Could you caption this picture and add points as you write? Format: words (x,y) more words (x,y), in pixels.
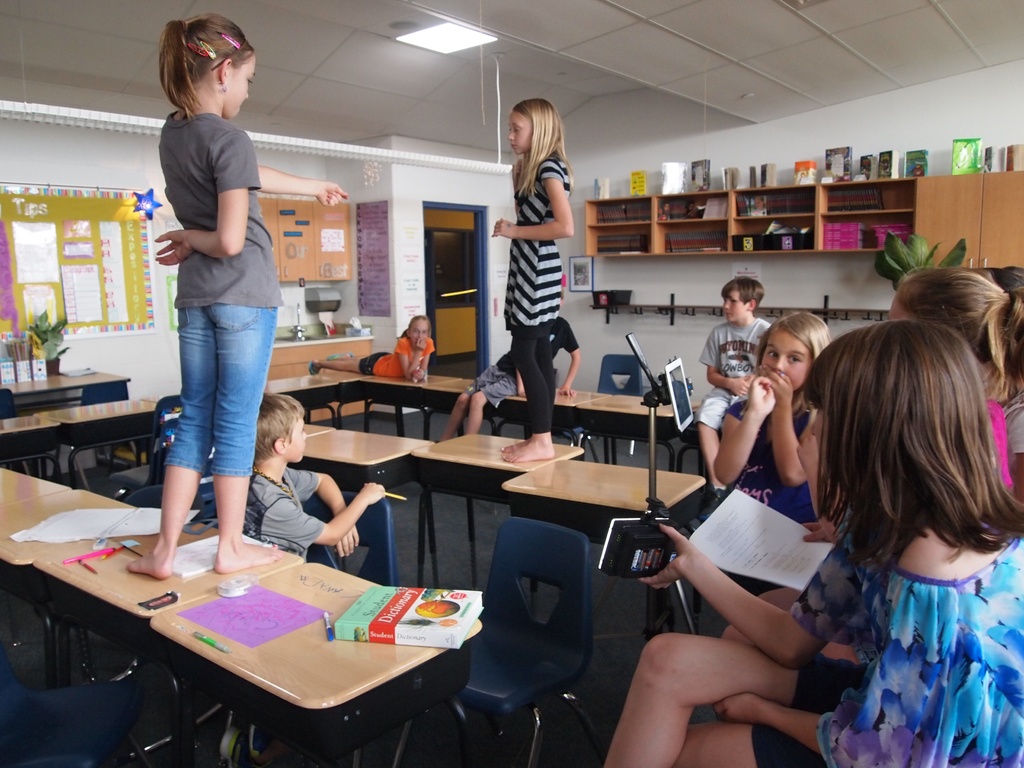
In this picture there are some tables (286,653) which are in yellow color on that tables (82,570) there are some books (347,639), There are some kids (860,518) sitting on the chairs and there are two girls (224,450) standing on the table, In the background (80,269) there is a white color wall (167,220) and there are some posters (121,264) pasted and in the top (389,127) there is a white color roof (358,45).
